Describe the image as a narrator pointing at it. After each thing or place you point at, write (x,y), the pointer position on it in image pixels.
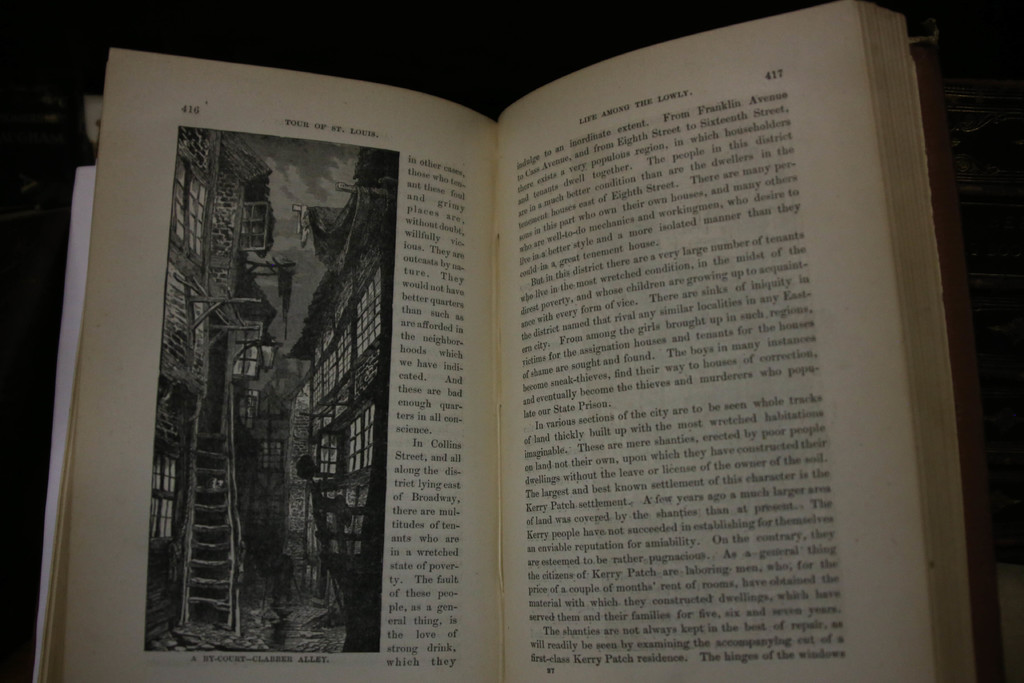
In this image, this looks like a book (916,388) with the papers (882,320). I can see the picture (351,411) and letters (700,562) on the paper (295,233). The background (500,42) looks dark.
